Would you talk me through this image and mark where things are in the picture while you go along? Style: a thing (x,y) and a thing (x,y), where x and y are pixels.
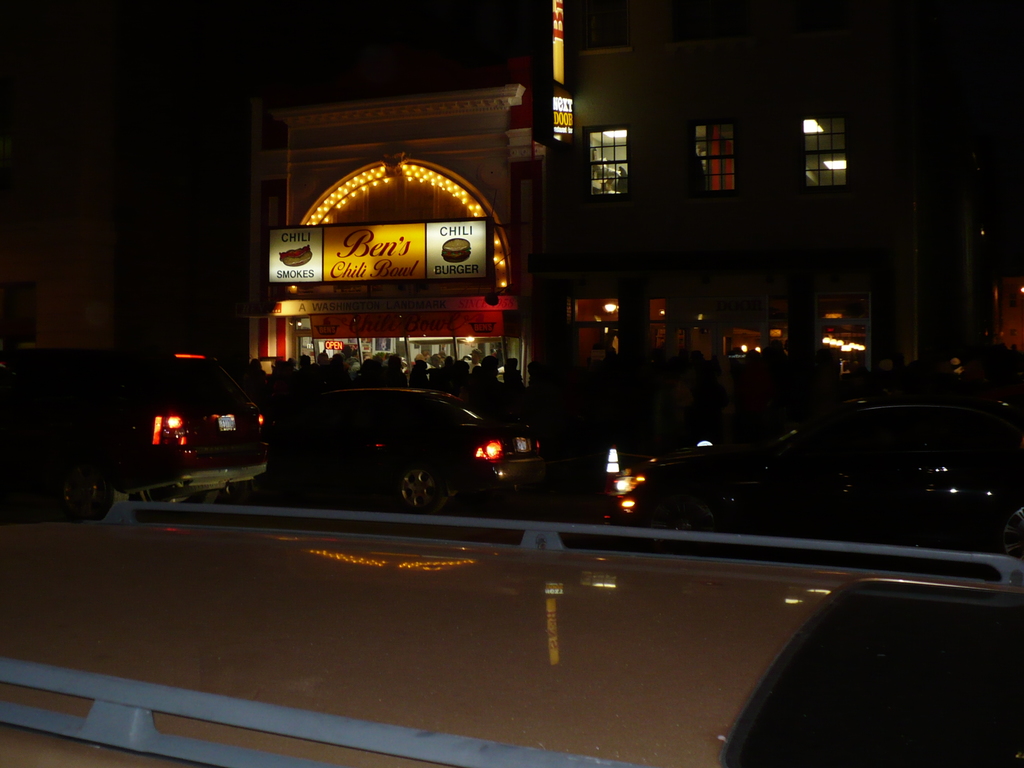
In this image I can see few buildings (447,181), few boards (394,303) and few vehicles (476,444). I can also see something is written on these boards (421,270) and I can see this image is in dark.
